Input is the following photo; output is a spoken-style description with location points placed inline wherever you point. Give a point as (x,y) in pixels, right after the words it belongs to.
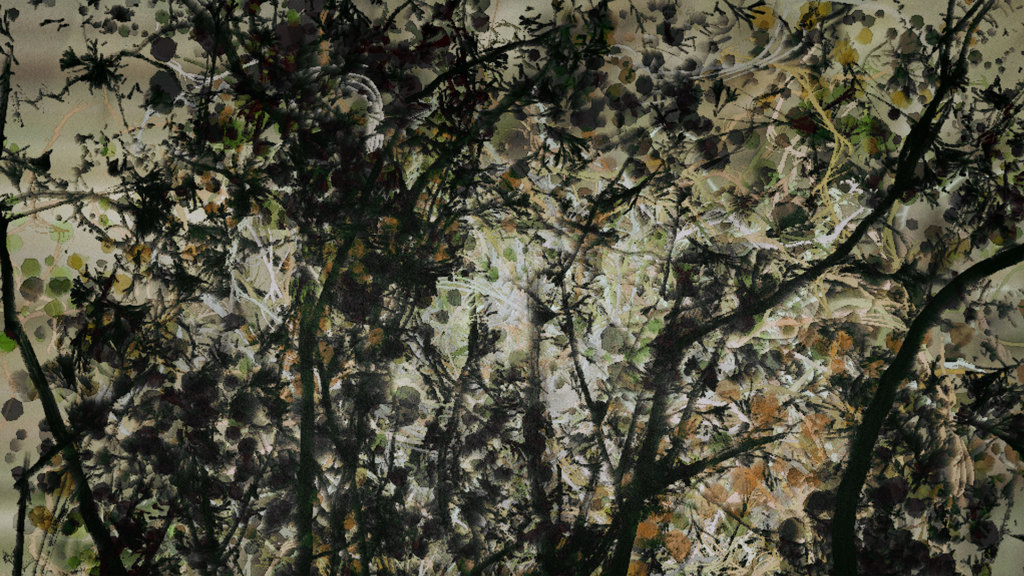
These are painting of the trees (664,375) on a glass (86,109).
